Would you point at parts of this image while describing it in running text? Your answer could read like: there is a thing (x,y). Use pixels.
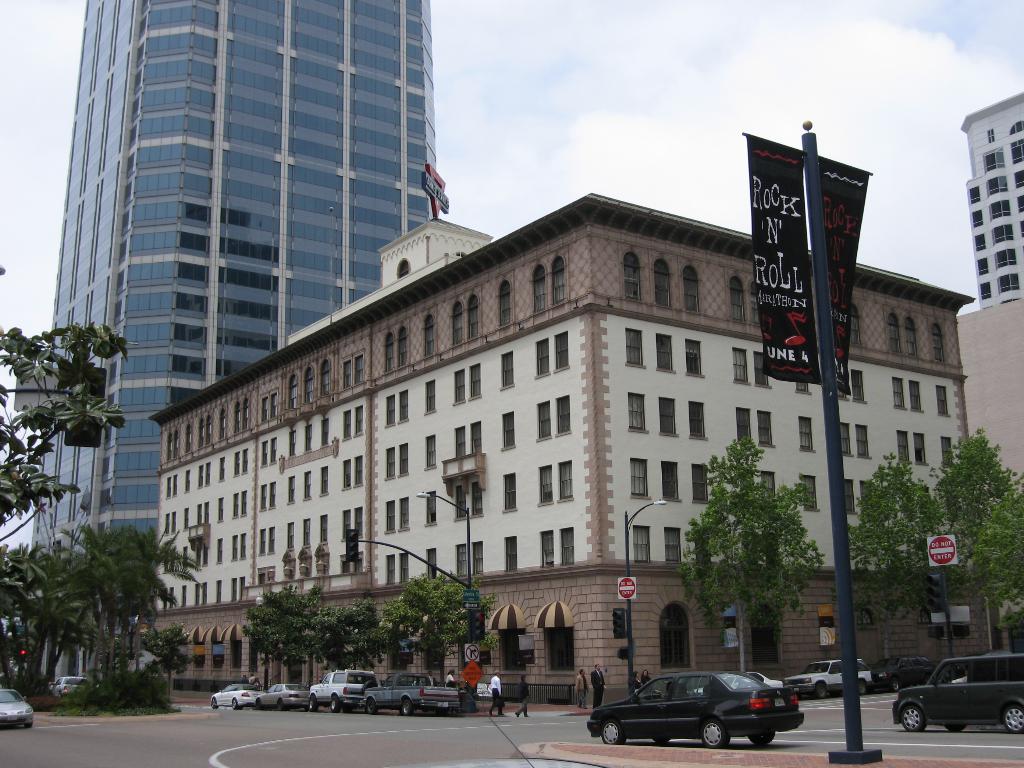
These are the buildings (646,341) with the windows (362,372) and glass doors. I can see the trees (385,652). These are the cars (928,659) on the road (544,724). This looks like a banner (788,318), which is attached to a pole (842,560). I can see the street lights (626,563). This looks like a traffic signal (352,556), which is attached to a pole (435,569). There are groups of people (584,680) standing. This is the sky (523,118). I think this is a name board (433,214), which is at the top of a building (449,265).
